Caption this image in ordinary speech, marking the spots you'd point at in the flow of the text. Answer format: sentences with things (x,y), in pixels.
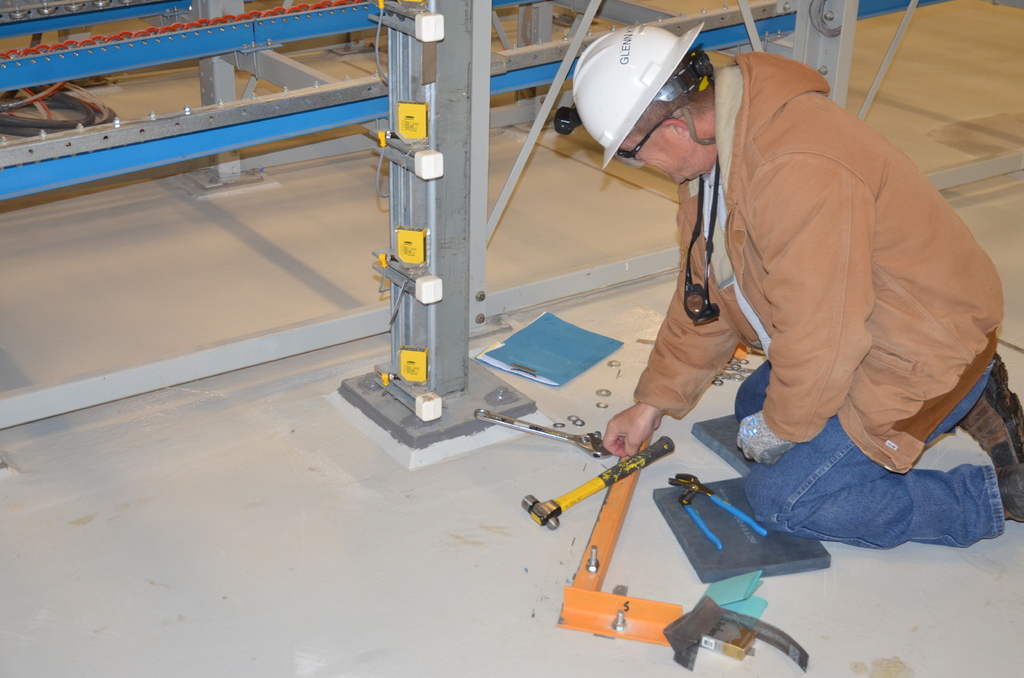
On the right (822,189) there is a man (850,209) who is wearing helmet (613,100), goggles (661,120), jacket (808,221), shirt (750,310), gloves (743,432), jeans (790,468) and shoe (1001,427). He is sitting on the floor (779,596). Near to him we can see hammer (547,516), rod (593,578), cutting plier (684,500), paper (729,598), pad (741,539) and other objects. On the top (57,63) we can see steel rods (347,87).
